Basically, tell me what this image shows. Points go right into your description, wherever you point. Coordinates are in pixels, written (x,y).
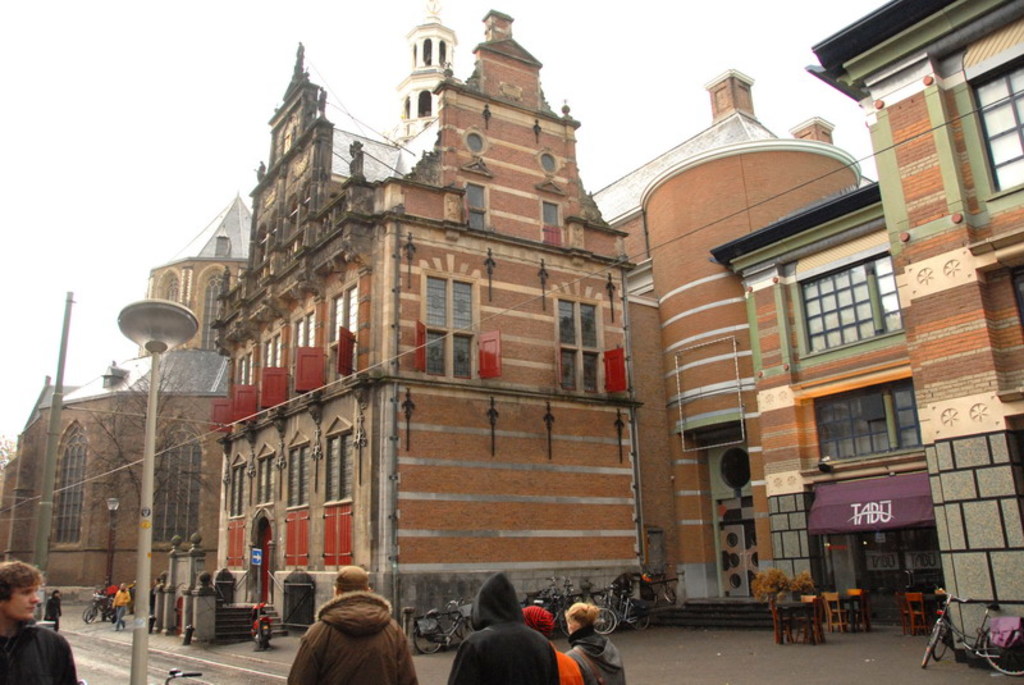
At the bottom (342,622) I can see a crowd (10,635) on the road (701,636) and bicycles (460,625). In the background (271,581) I can see buildings (261,442), wires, trees (120,438), windows (195,481) and the sky (212,47). This image is taken on the road (639,655).
